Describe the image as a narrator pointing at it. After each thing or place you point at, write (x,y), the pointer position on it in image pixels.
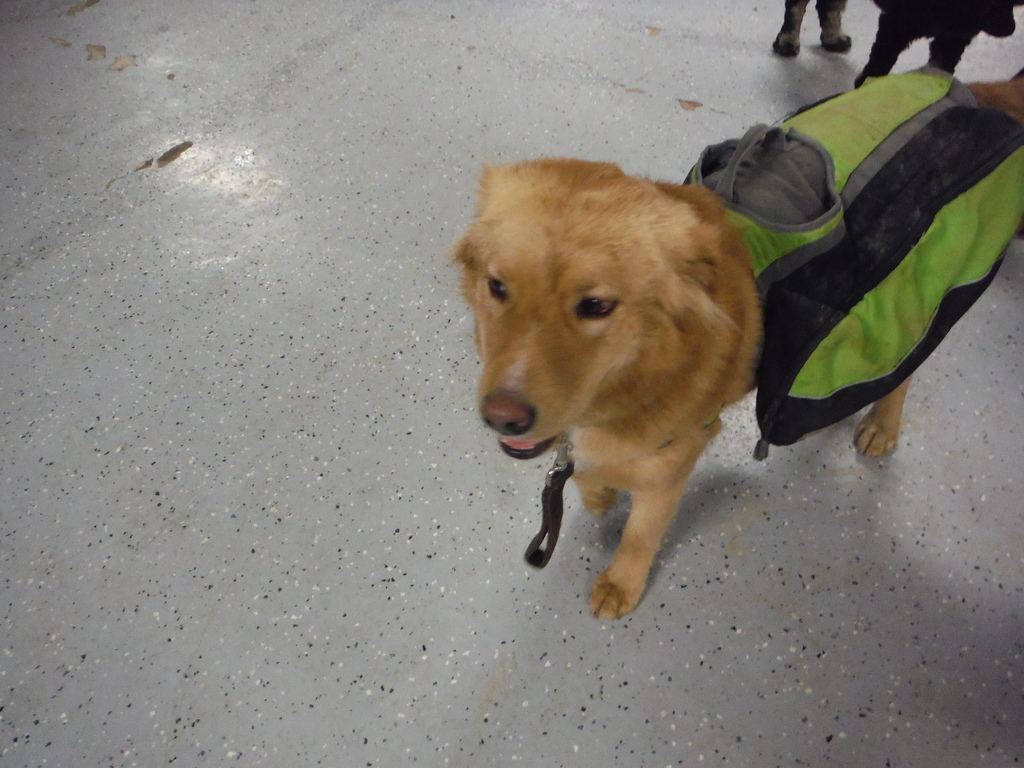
In the picture we can see a dog (638,492) standing on the floor (223,410), the dog (715,321) is cream in color and at the back of the dog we can see a some cover (895,139) which is green in color and behind the dog (728,319) we can see another dog (896,2) standing which is black in color.
